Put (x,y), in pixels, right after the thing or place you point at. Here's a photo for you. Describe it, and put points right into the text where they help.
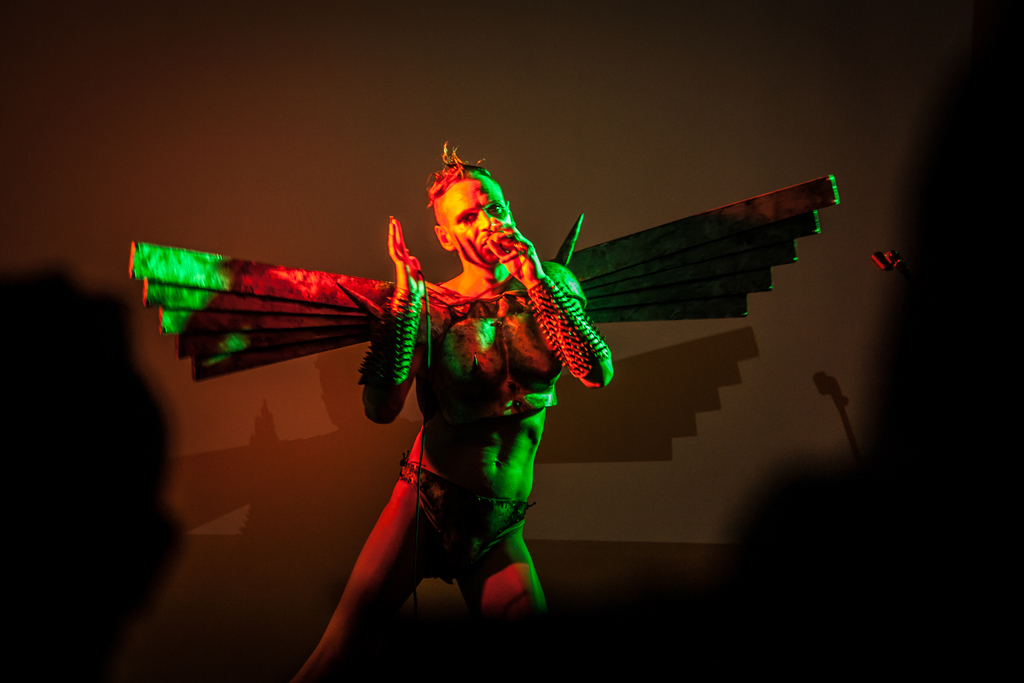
In this image we can see this person (471,490) is wearing a different costume (685,281). The background of the image (332,534) is dark.
